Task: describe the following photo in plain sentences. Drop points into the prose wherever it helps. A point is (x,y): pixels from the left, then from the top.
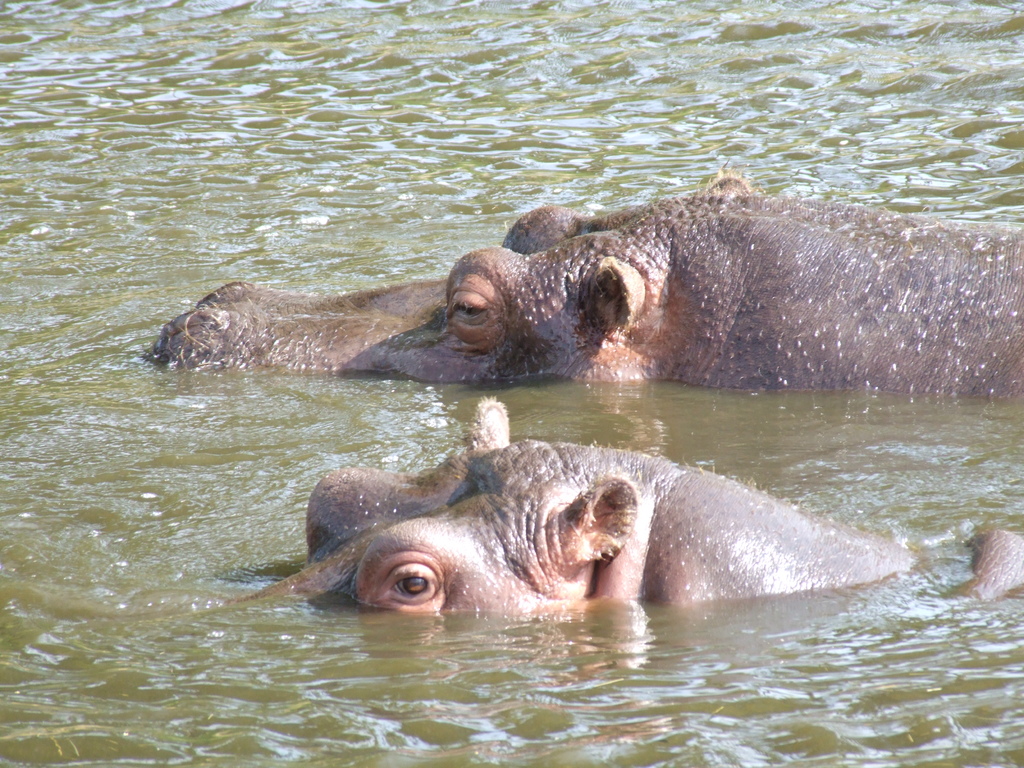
In this picture there are two hippos (727,304) in the water (808,674).
